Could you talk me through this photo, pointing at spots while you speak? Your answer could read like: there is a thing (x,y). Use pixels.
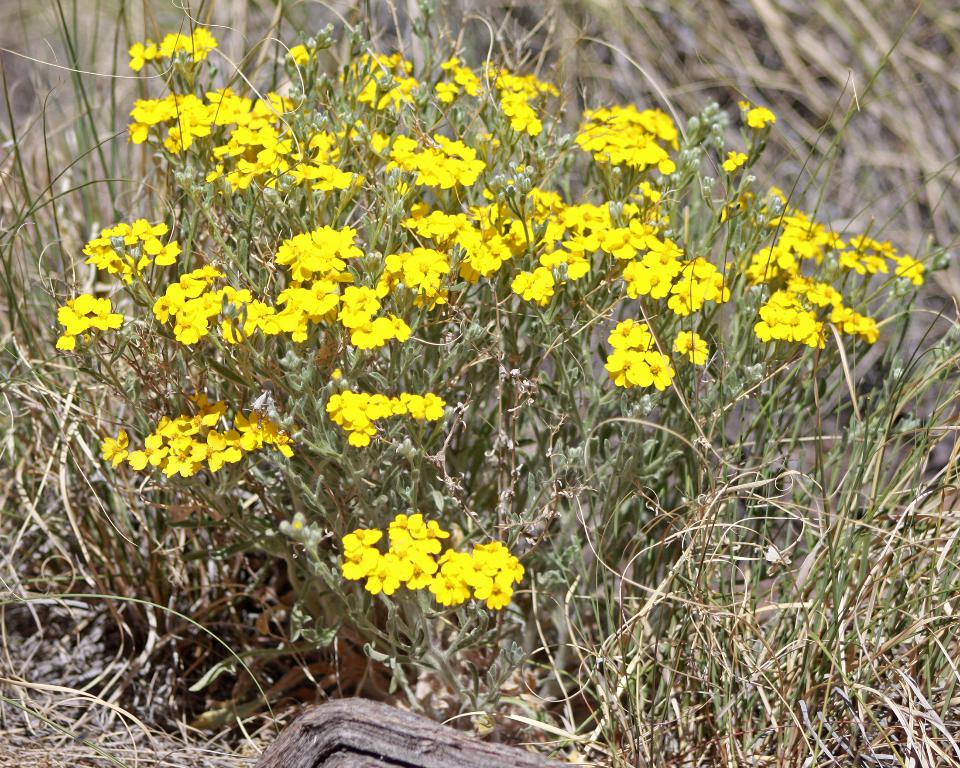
In this picture we can see a few yellow flowers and some grass (95,415) on the ground (777,567). Background (133,198) is blurry.
